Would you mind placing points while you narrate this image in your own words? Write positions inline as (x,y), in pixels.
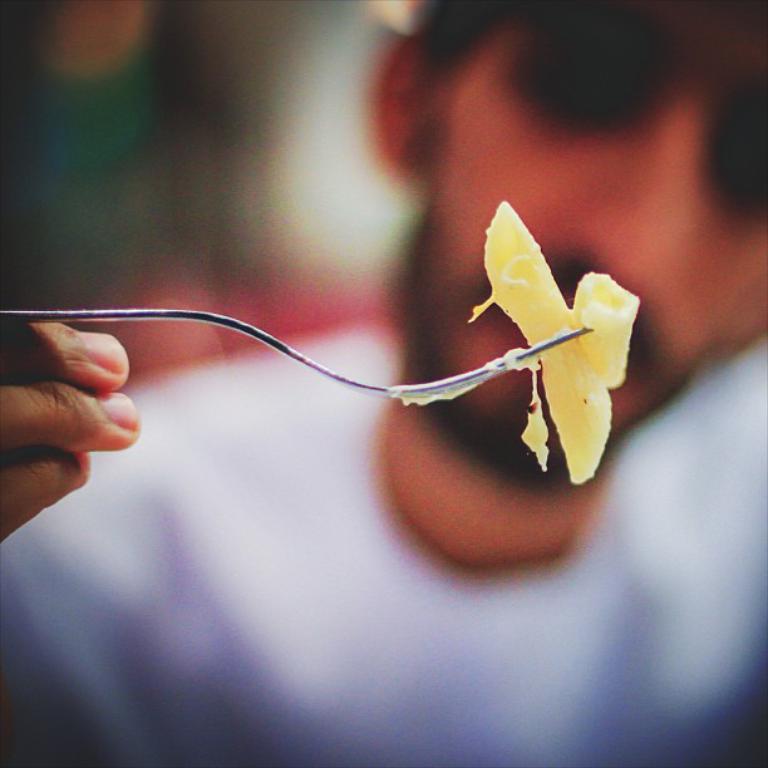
In this image there is a person (286,501) holding a food item (510,357) with the help of a fork (474,379). The background (268,179) is dark.
